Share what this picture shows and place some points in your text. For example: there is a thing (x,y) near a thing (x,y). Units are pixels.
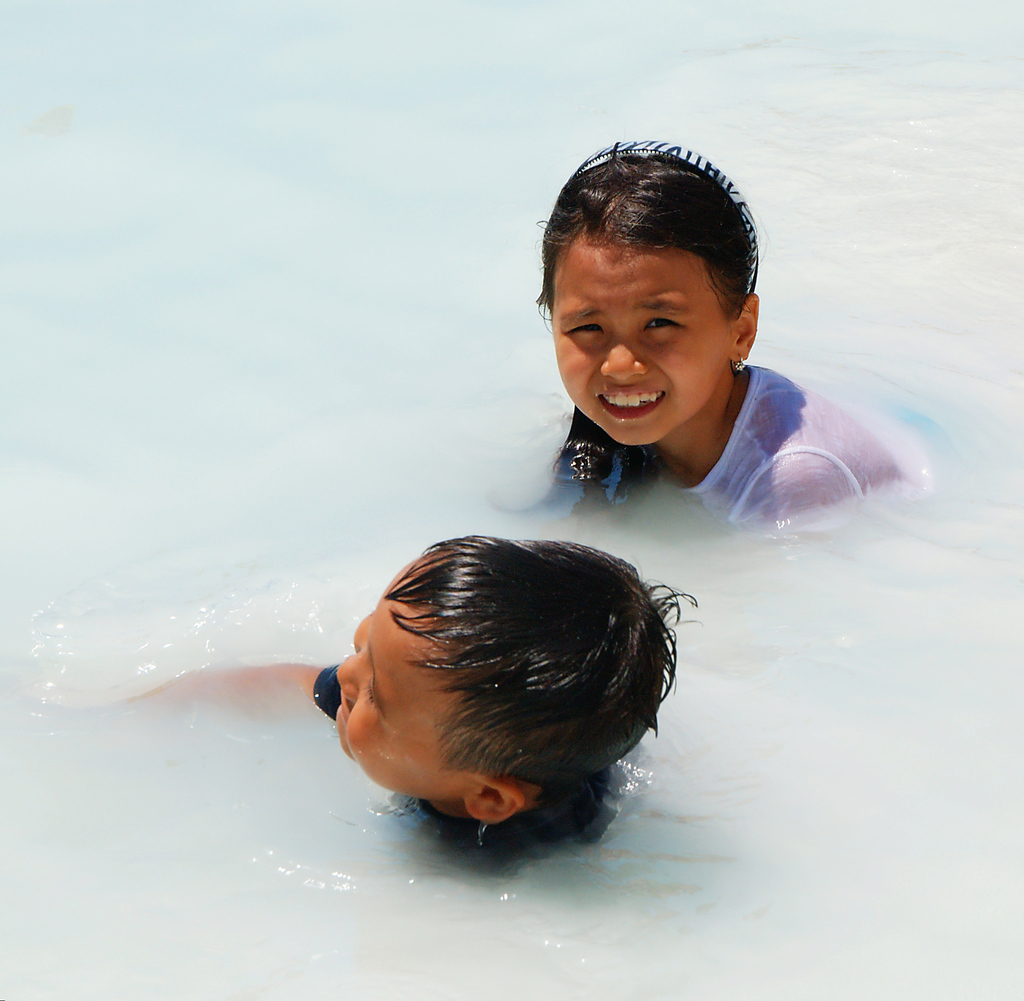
In this image two kids (664,174) are in water (927,385). Girl (646,314) is wearing hair band (661,146) on her head (638,205). She is wearing white top (772,477).
